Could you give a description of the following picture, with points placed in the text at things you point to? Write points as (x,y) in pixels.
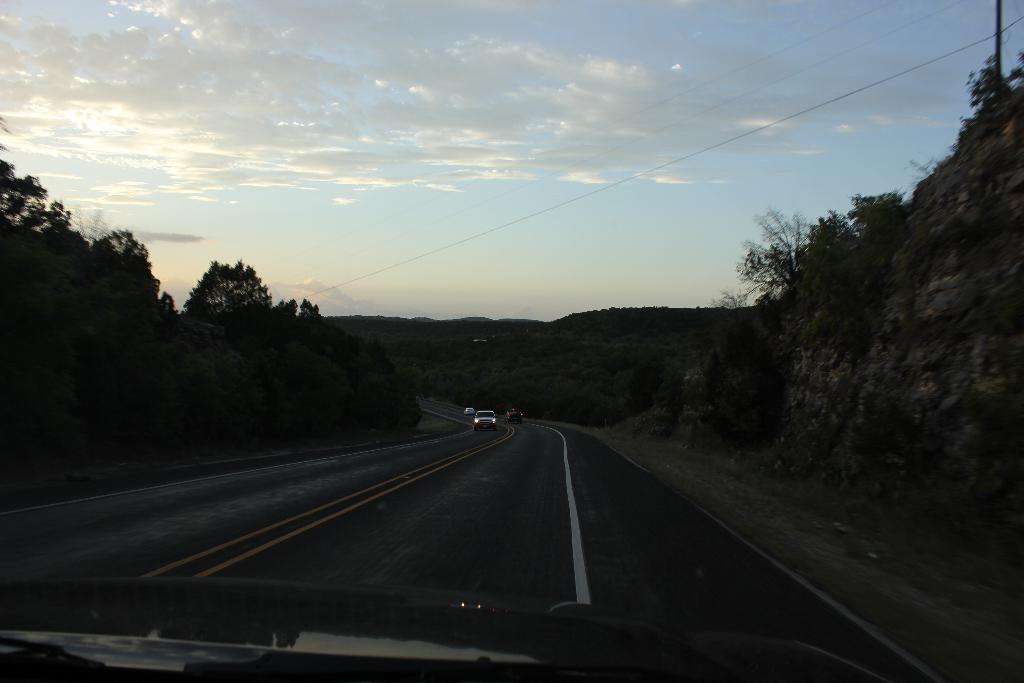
In this image I can see few vehicles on the road (587,549), background (751,323) I can see few trees (687,335) and the sky (463,112) is in blue and white color.
